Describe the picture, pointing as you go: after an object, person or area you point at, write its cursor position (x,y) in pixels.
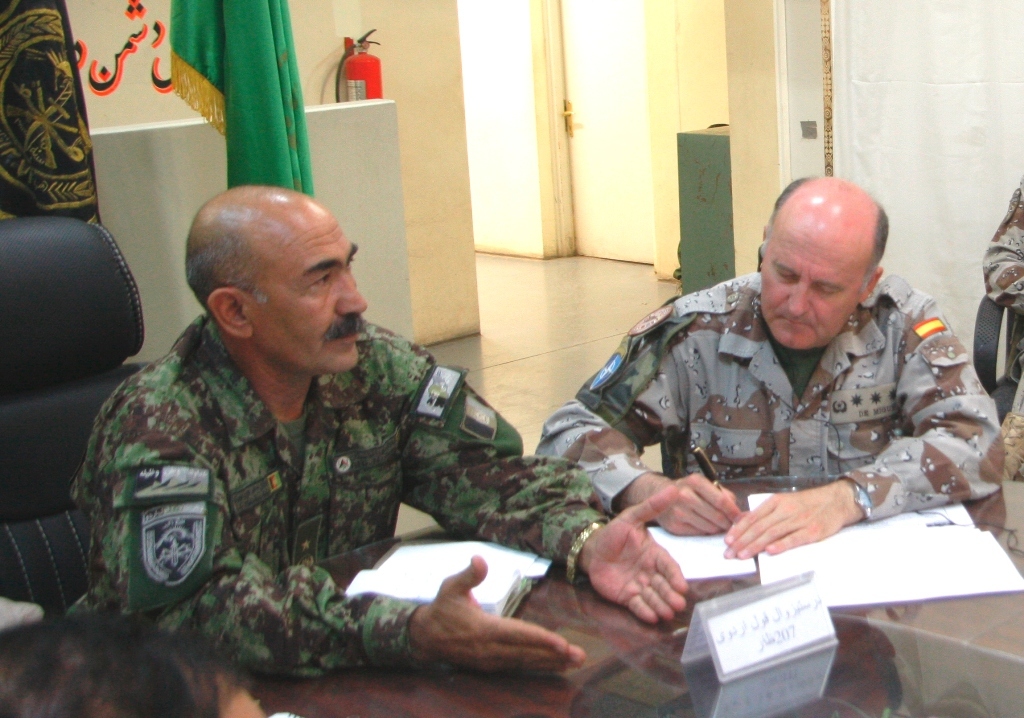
In this image we can see two people (310,589) are sitting, they are wearing army uniform (330,464). In front of them one table (672,621) is there, on table (535,599) some papers (480,587) are present. Behind them one door (567,121), fire extinguisher (373,79) and flags (200,77) are present.
